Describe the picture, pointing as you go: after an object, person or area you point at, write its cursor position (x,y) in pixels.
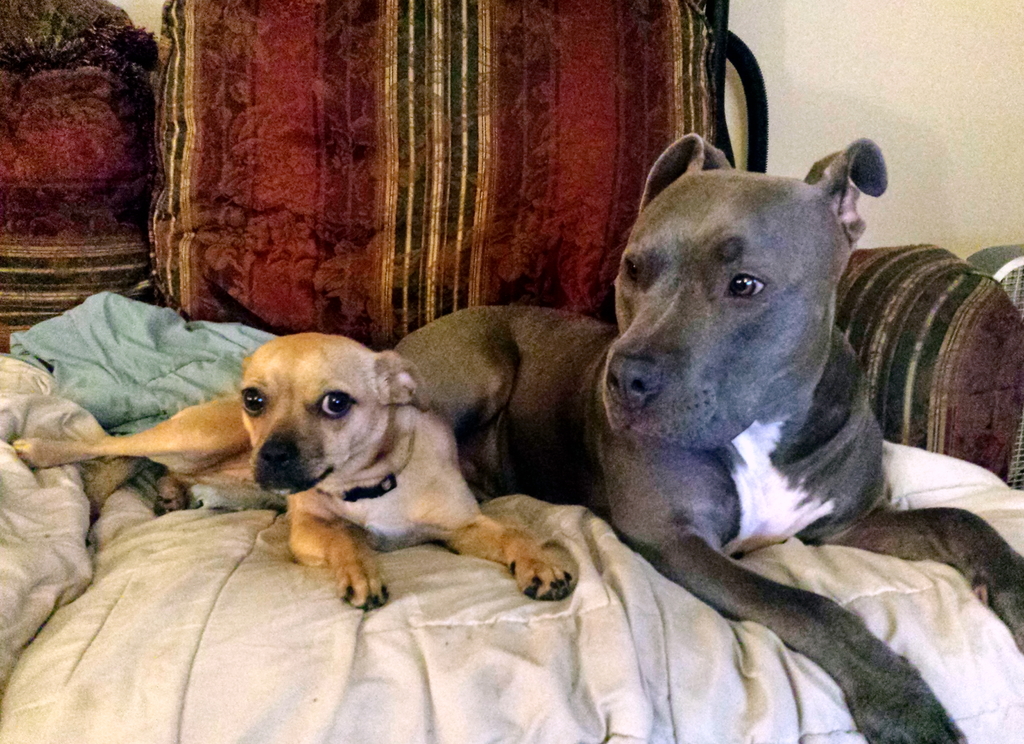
This image consists of two dogs (452,542) on a sofa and blankets (548,628), and a wall (781,65). This image taken, maybe in a room (432,376).
